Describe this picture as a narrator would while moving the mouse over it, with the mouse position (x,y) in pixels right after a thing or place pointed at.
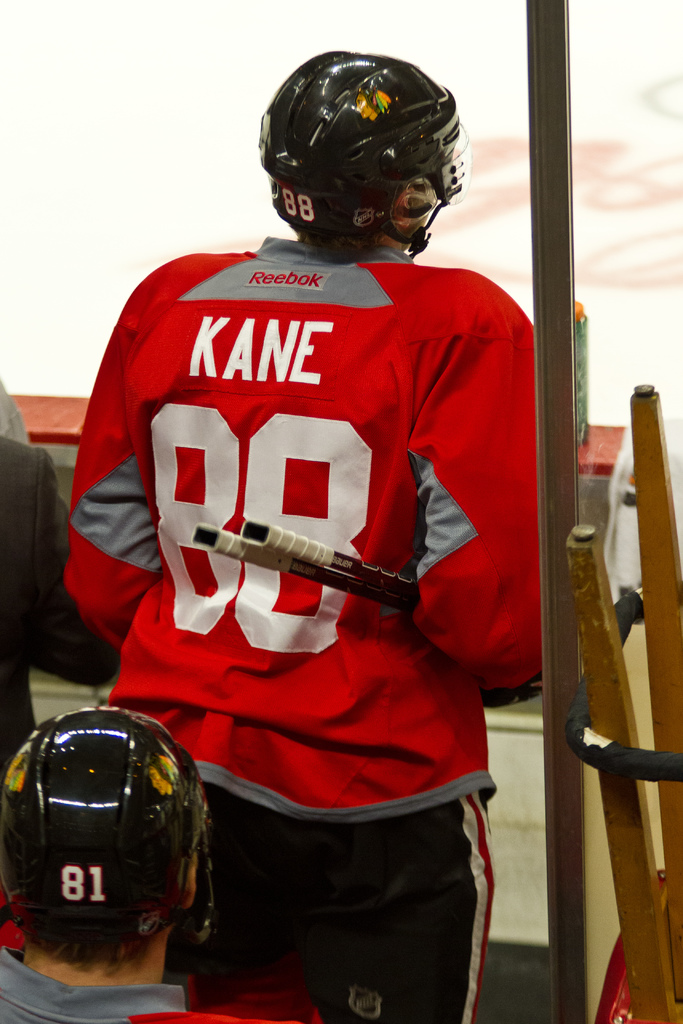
In this image I see a person (241,394) who is wearing jersey (246,582) which is of red, grey and black in color and I see a word (241,346) and numbers (297,524) written over here and I see that these both are wearing helmets (421,201) and this man (271,579) is carrying sticks (305,573).
